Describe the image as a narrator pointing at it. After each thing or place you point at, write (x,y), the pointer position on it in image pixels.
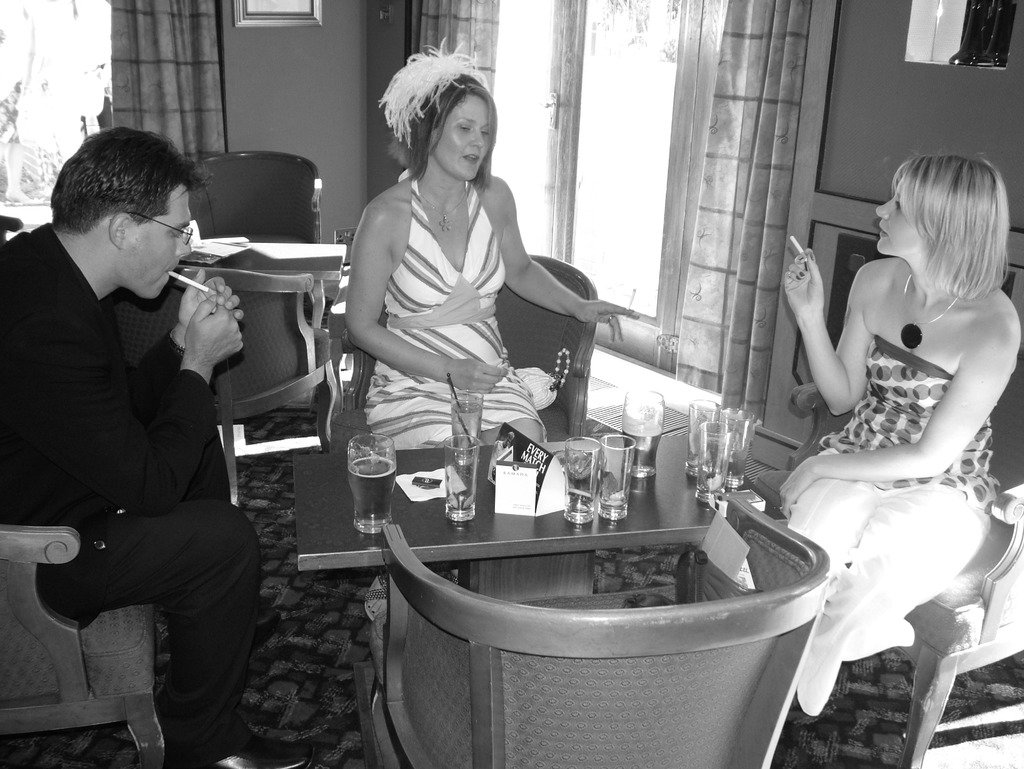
This is a black and white picture, in this image we can see three persons (428,420) sitting on the chairs (54,663), among them, two persons (3,390) are smoking, also we can see the tables (316,492), on the tables (325,479), we can see the glasses (374,488) and some other objects (416,495) on it, there are curtains (123,56), doors (513,76), chairs (244,400) and photo frames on the wall (373,86).
